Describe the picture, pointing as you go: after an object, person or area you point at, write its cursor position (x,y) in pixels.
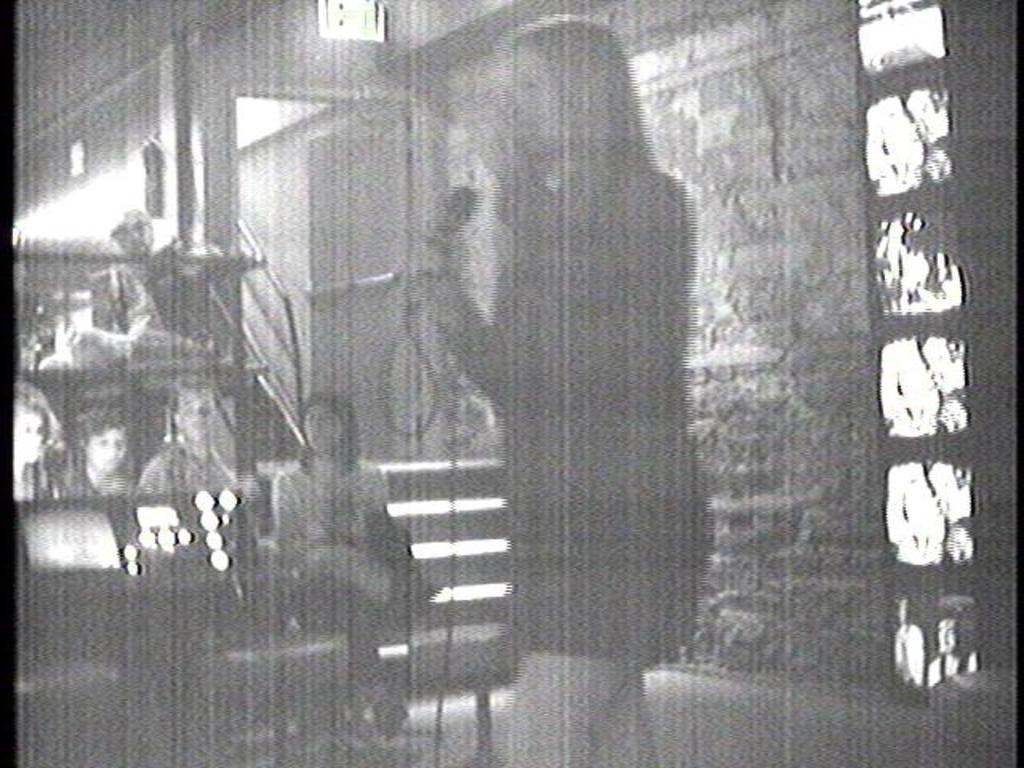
It is a black and white image, there is a woman (562,393) she is holding a mic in her hand (434,269) and beside the woman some people (53,493) were sitting and paying attention towards her, beside the people (107,430) there are stairs (444,560) towards the door (345,247) and the door (352,200) is open and beside the door (397,221) there is a wall (820,587).
